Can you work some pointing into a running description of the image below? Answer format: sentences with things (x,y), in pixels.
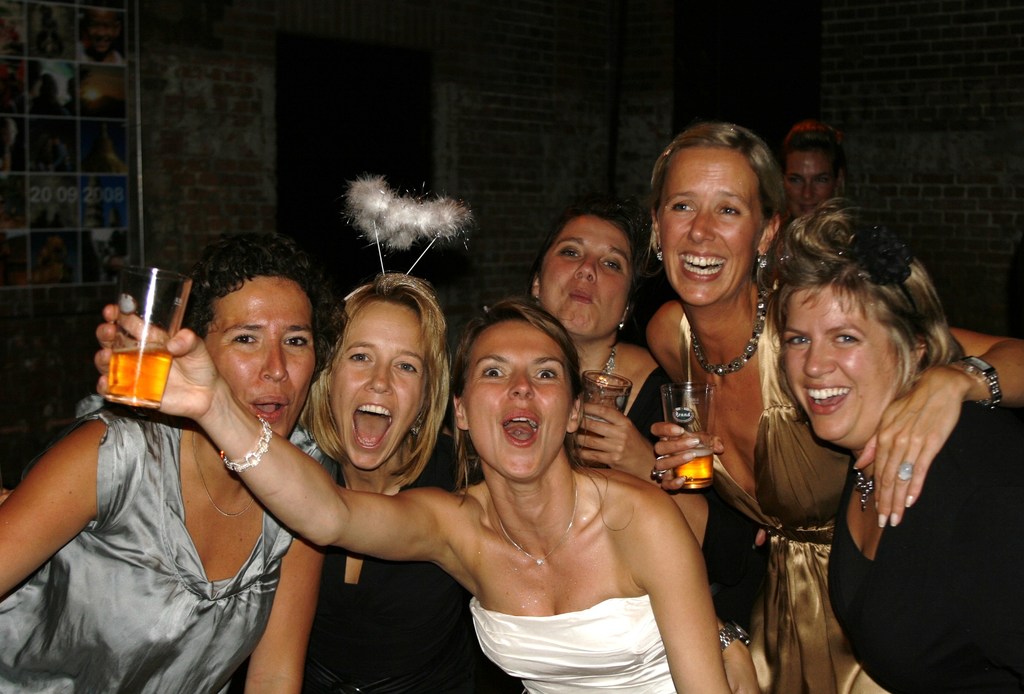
In this image we can see ladies (476,405) standing and holding glasses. In the background (617,130) there is a wall (578,108) and there is a poster (60,165) placed on the wall (25,316).
